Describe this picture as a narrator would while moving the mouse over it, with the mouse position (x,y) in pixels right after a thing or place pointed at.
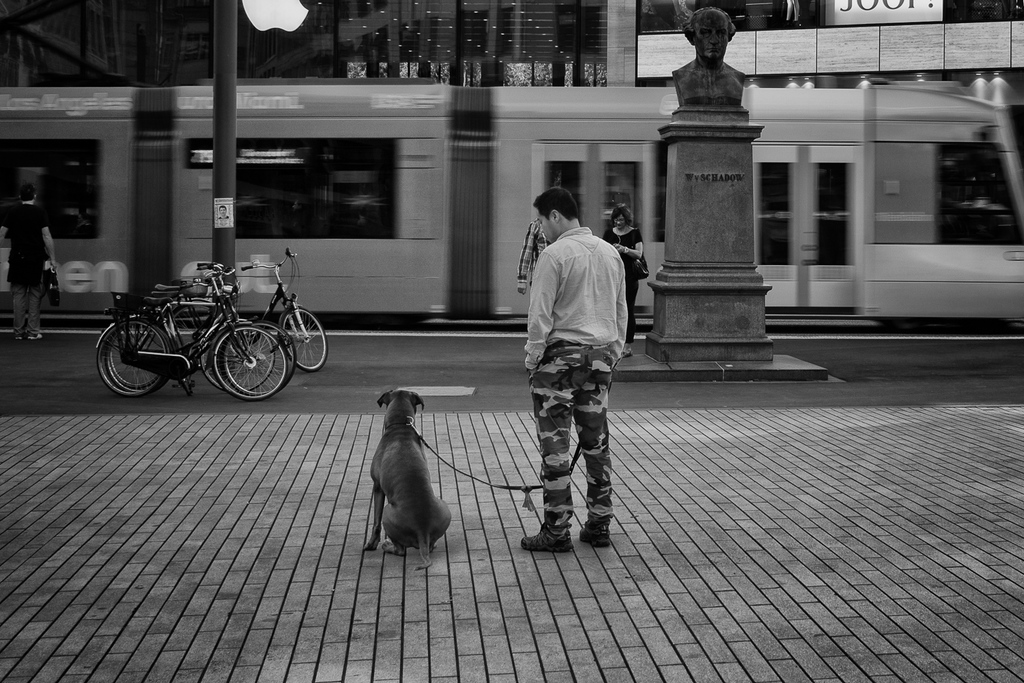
In this picture we can see a man (598,531) wearing military track (557,464) and shirt (566,331), standing and holding the dog strap (420,439). Behind there are some cycles (240,337) on the road (505,349) and statue (710,34) in the middle (680,275). In the background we can see some shops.
